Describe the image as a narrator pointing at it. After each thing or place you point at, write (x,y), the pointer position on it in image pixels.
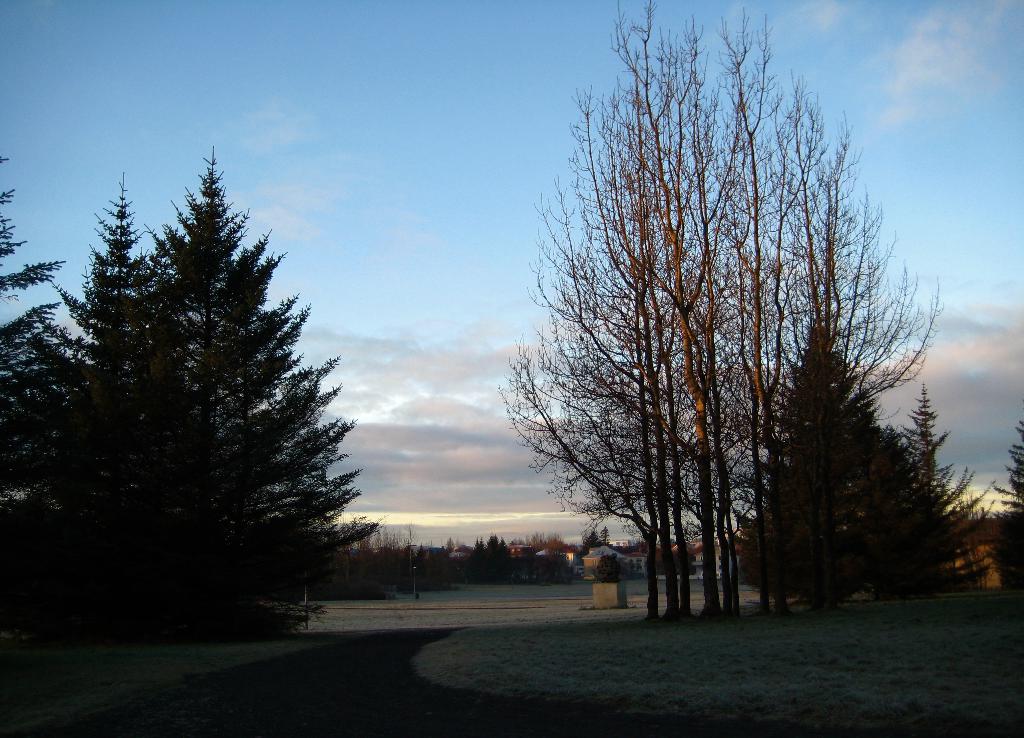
In this image I can see a empty road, beside that there are so many trees (49,555) and building (433,548).
